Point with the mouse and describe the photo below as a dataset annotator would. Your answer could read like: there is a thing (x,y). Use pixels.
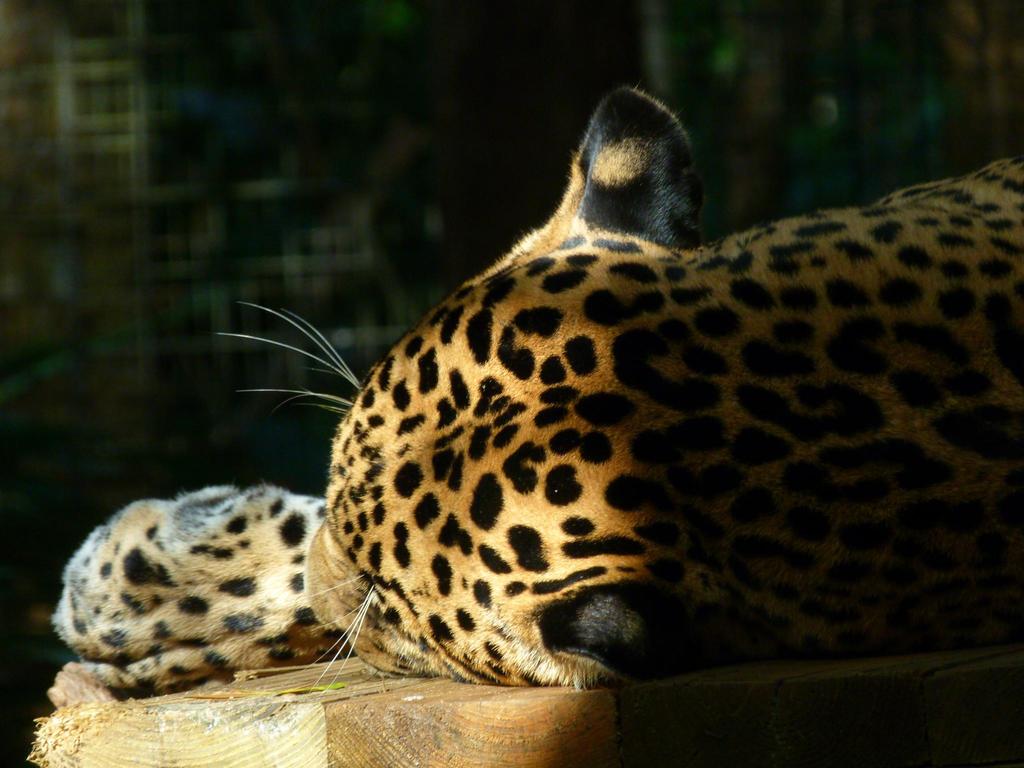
In this image I can see a big cat (569,462) which is orange, black and white in color is laying on the wooden surface (431,721) which is brown in color. I can see the dark background (528,78).
